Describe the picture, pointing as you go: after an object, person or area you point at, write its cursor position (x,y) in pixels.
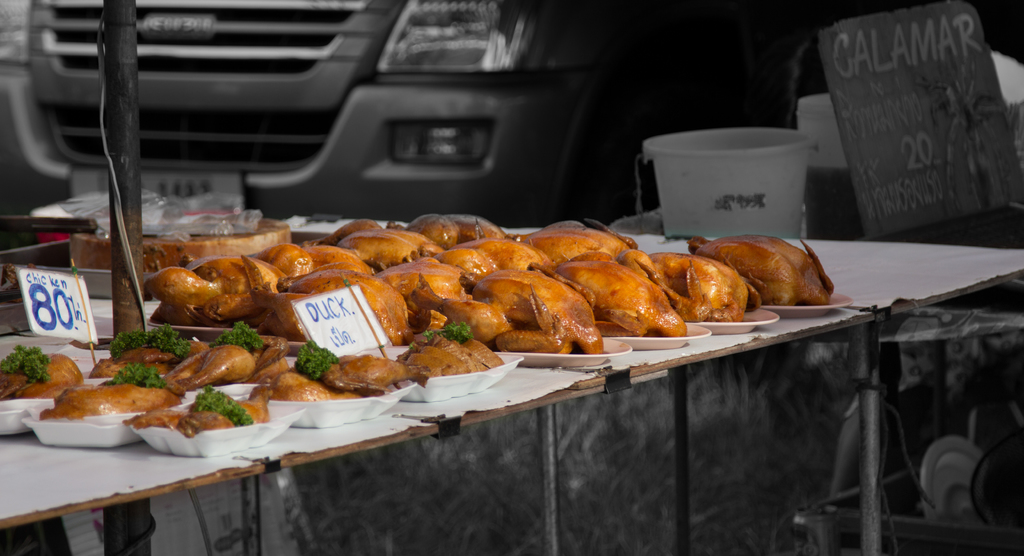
In this picture we can see the meat (438,244) in the plates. We can see some information on the boards (330,318). In the background (537,114) we can see the partial part of a vehicle (570,47). We can see a bucket (789,191). At the bottom portion of the picture (1018,470) we can see few objects (553,516).
